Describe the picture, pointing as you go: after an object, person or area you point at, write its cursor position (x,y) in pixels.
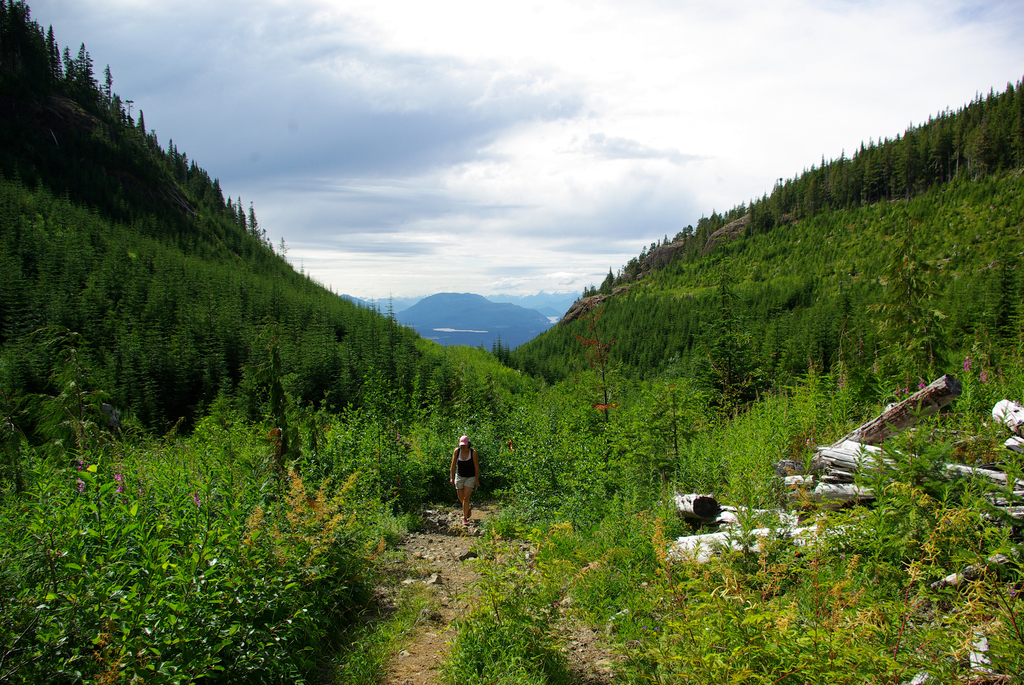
In this image we can see this person (477,471) is walking on the ground (470,553). On the either side of the image we can see trees (29,332), hills (398,322), and sky (431,225) with clouds (415,98) in the background (568,210).
